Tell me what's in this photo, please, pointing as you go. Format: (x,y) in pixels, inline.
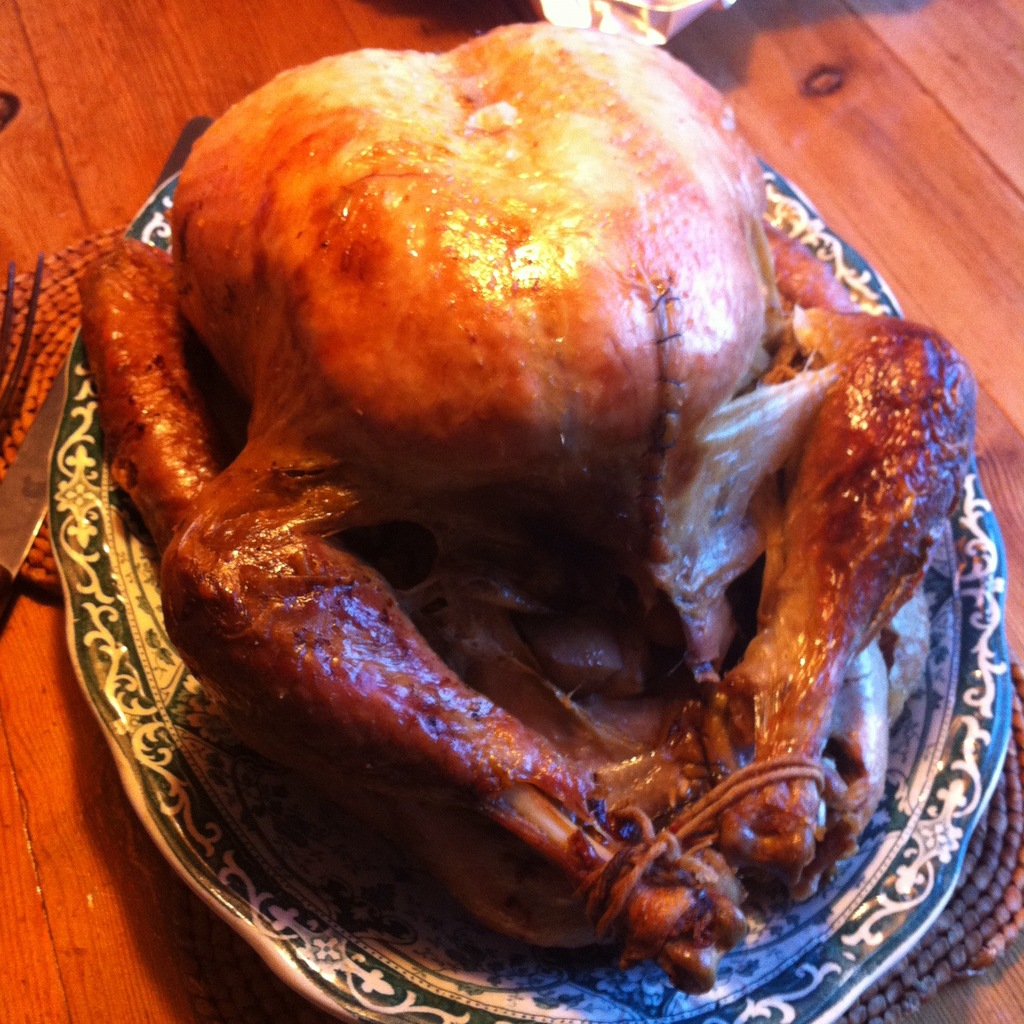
In this image I can see roasted turkey (364,485) on a plate (334,923). The plate (258,880) is placed on a table (35,843). Beside the plate (85,507) there is a knife (15,505).
